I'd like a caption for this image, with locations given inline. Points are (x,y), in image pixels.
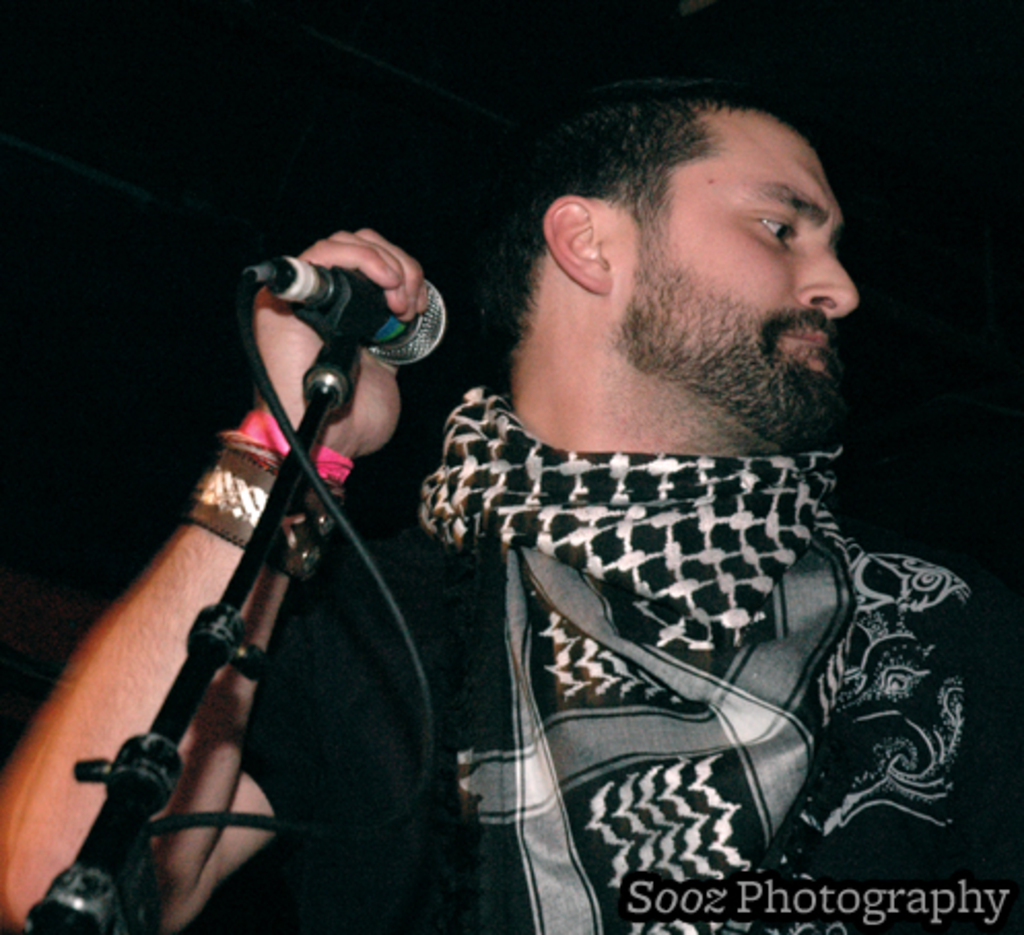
A man (343,446) is holding a microphone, he wore a black color t-shirt (409,731).
